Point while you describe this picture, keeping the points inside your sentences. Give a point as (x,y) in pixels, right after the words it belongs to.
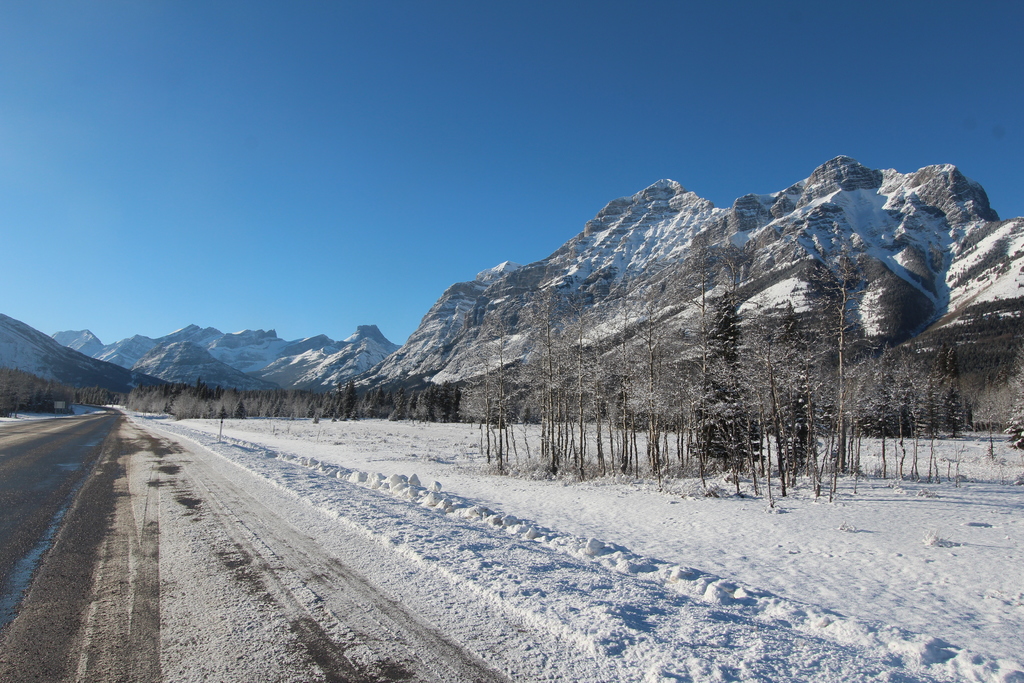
In this image at the bottom (464,524) there is a walkway (186,560) and snow (241,509), and also we could see some trees (746,362) and mountains (425,334). And at the top (350,153) there is sky (437,179).
